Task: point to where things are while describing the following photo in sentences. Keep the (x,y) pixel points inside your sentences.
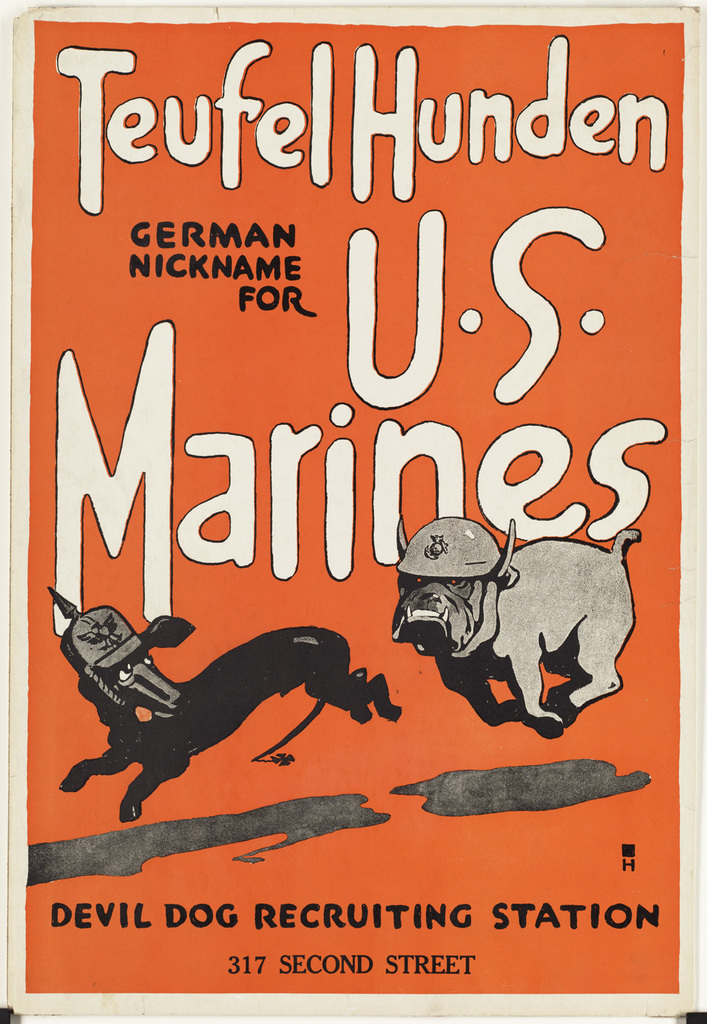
A picture of a poster (587,610). On this poster (532,759) there are pictures (542,716) of animals (480,578). Something written on this poster (464,702).
